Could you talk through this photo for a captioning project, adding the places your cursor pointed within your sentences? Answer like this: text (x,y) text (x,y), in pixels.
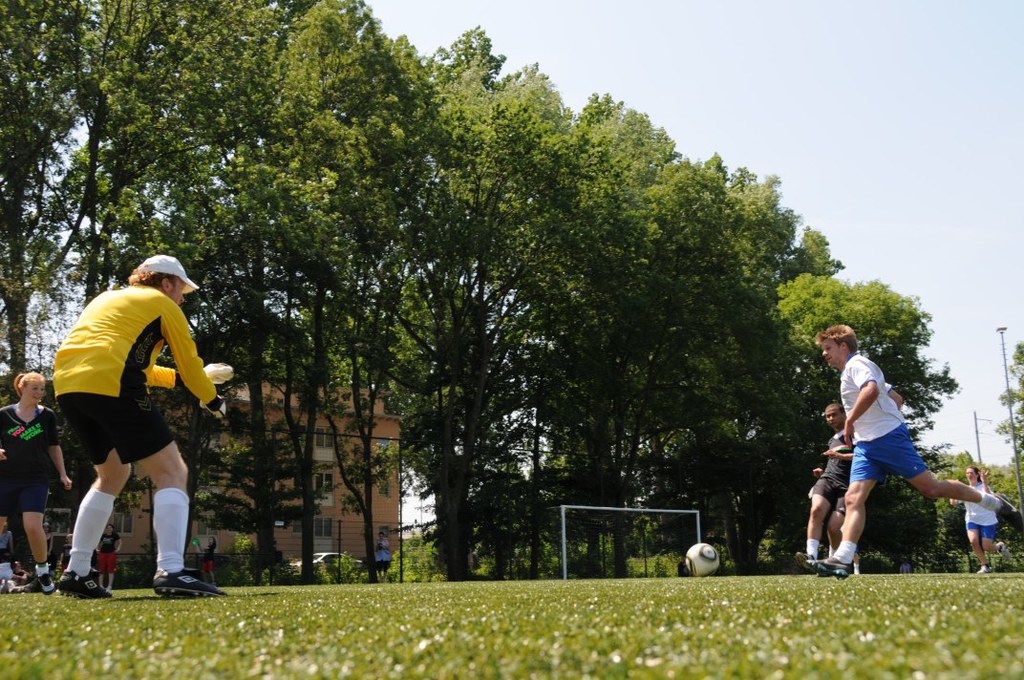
In this picture we can see trees (589,195) and at back of the trees (309,385) we can see building (330,464) with windows (322,476) and in front of it we can some group of people (854,377) are playing football on the ground (839,602) and here are poles (1006,394) and above the trees (1021,470) we have sky (872,118) and this people (159,278) are wearing cap (171,265), shoes (799,556) while they are playing.
